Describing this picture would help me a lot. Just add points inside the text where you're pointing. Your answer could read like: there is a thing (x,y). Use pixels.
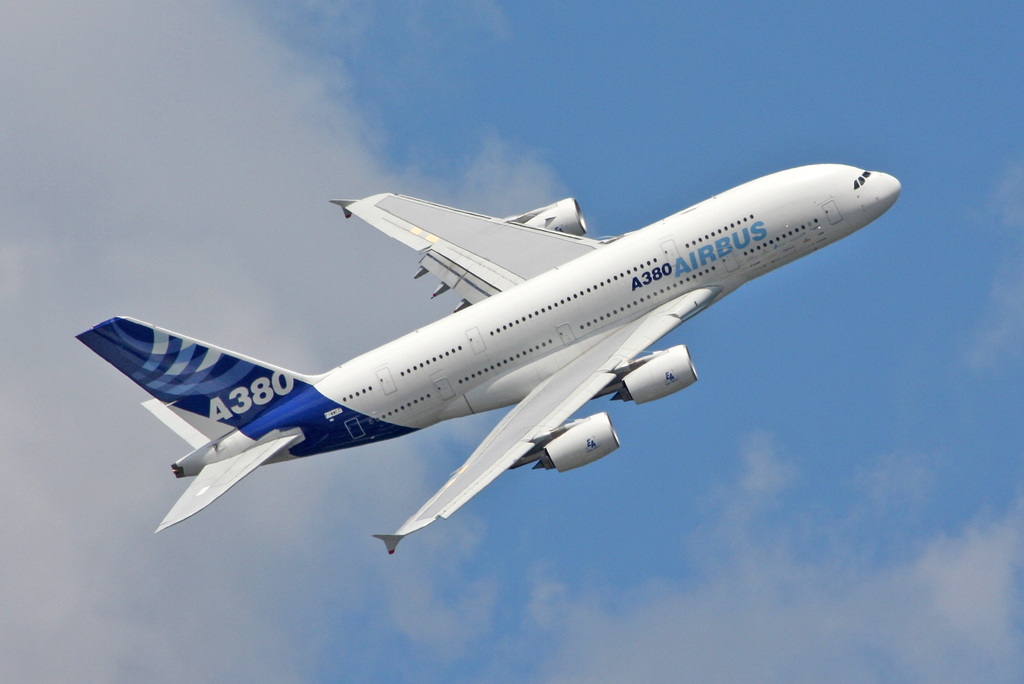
In this picture, we see an airplane (554,297) in white and blue color is flying in the sky (510,170). On the airplane (613,276), it is written as "AIRBUS". In the background (664,453), we see the clouds (736,637) and the sky (662,96), which is blue in color.
